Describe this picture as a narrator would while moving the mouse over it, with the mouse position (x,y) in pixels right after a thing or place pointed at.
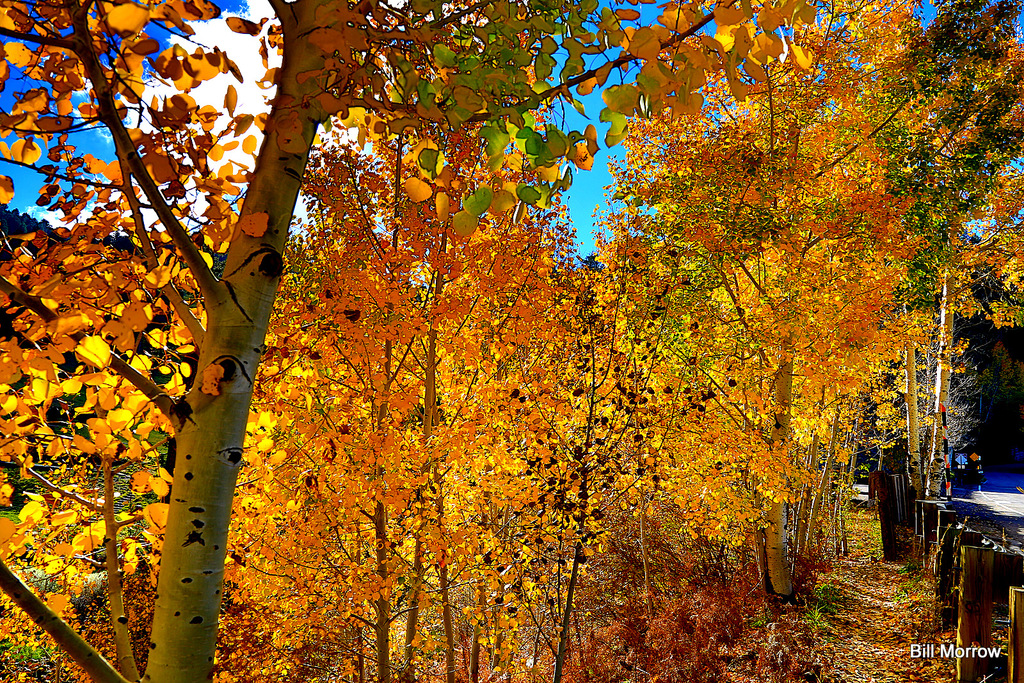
In this image I can see number of trees (378,422), yellow colour leaves (708,360), road (988,501) and in background (583,201) I can see clouds (262,16) and the sky (600,205). I can also see shadows (1005,479) over here and here I can see watermark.
